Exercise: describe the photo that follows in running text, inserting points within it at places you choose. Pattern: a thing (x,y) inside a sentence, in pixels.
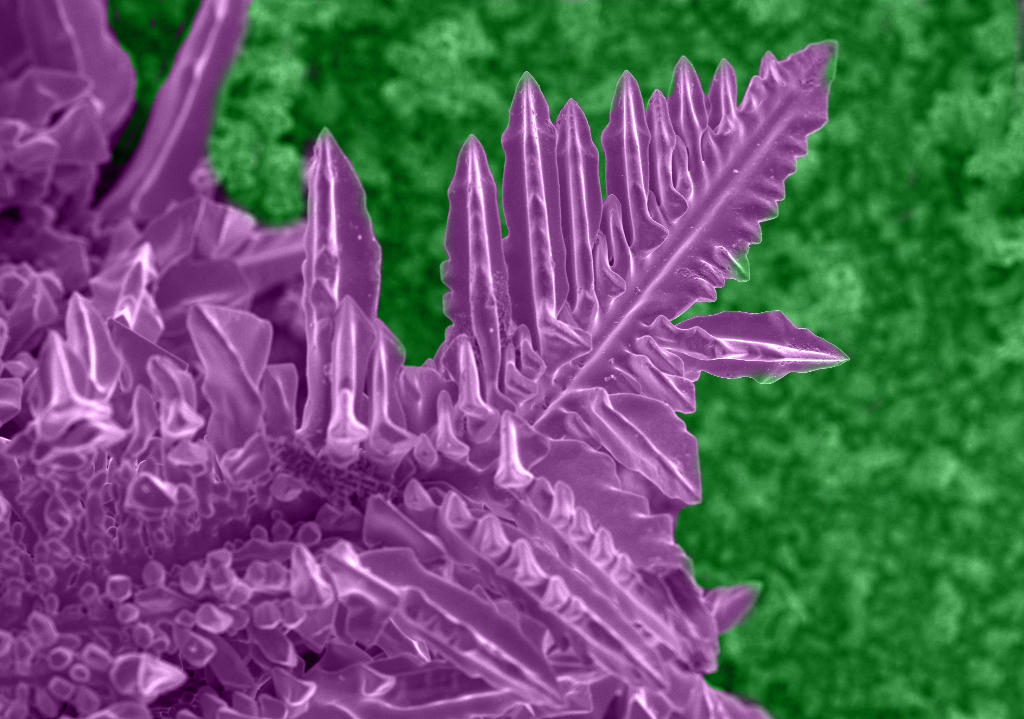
In this image we can see some crystals (633,424), the background (798,254) is in green color, and they are in purple color.
